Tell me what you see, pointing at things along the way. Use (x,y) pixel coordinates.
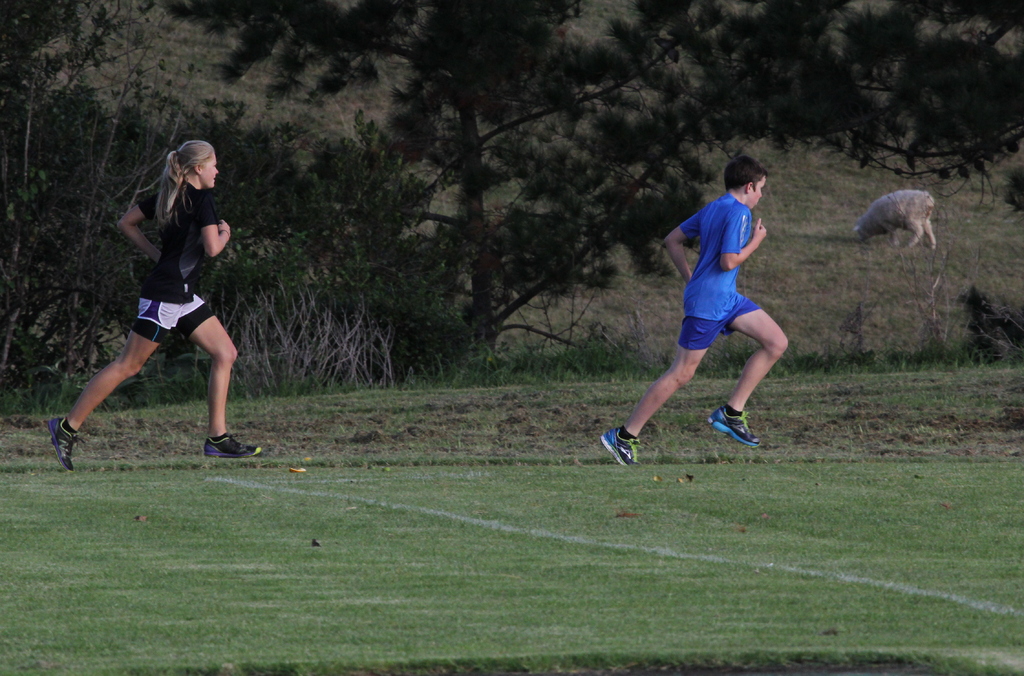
In the picture there are two people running on the ground (299,448) and behind them there are trees (611,240) and plants (300,376), in the background (871,214) there is an animal (891,232) grazing the grass (833,267).
